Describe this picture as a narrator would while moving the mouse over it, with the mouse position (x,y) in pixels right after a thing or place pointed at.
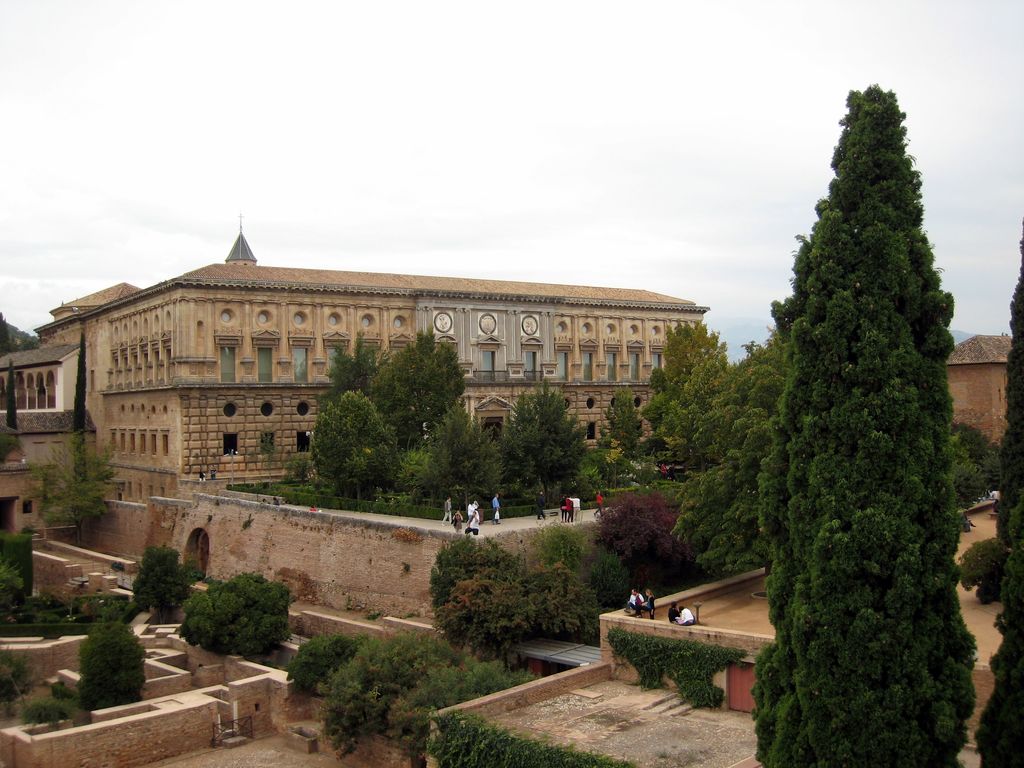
This picture is clicked outside the city. There are many trees (495,607). We see people (578,516) walking in the middle of the picture (601,501). Behind them, there is a building (233,418) which is made up of cobblestones (329,315). At the top of the picture (444,41), we see the sky (353,246).
